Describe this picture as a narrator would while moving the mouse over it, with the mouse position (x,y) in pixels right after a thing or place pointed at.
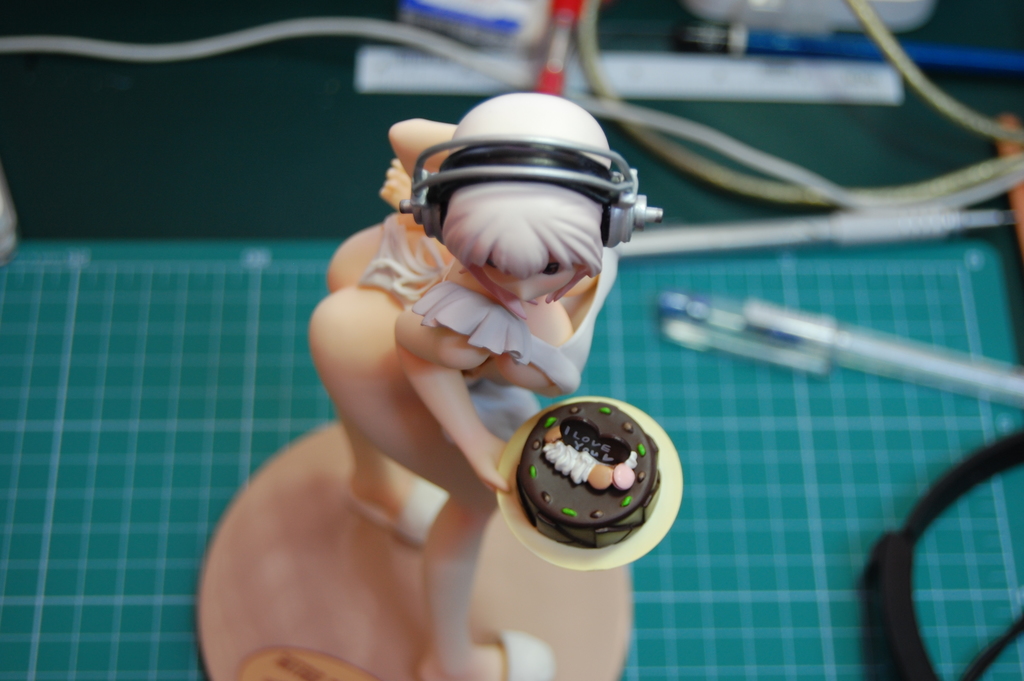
In this image we can see a toy (472,644), pen (719,342), cables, and other objects (492,36) on a platform (969,350).
